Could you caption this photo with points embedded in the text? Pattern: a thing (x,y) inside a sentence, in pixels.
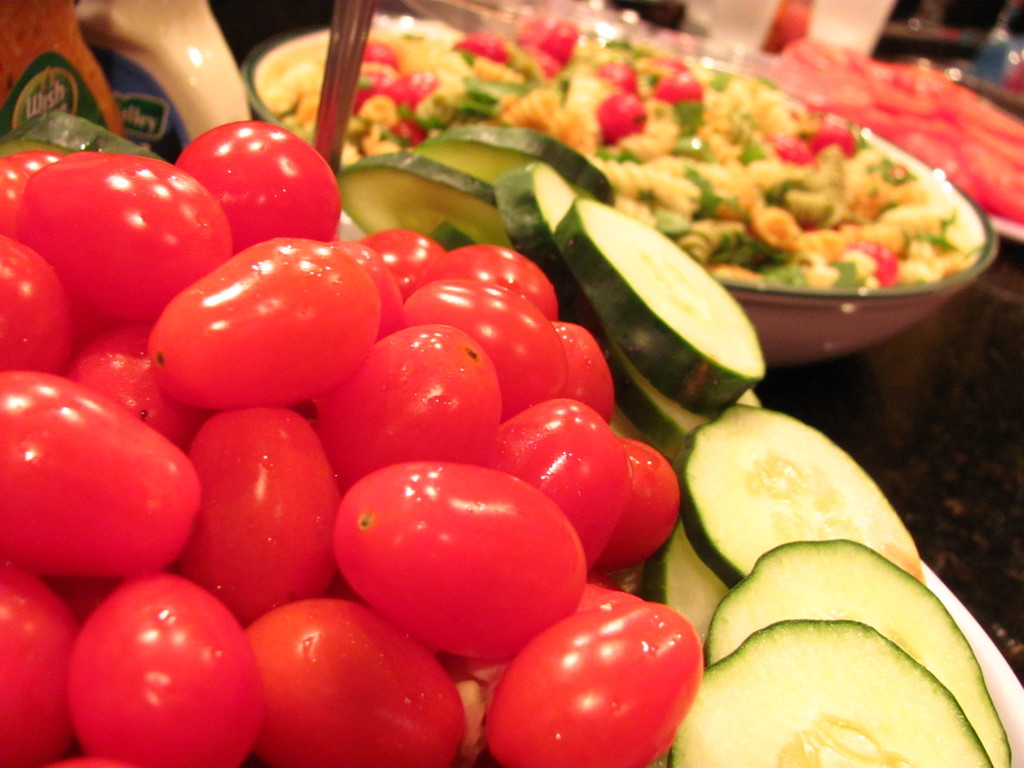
In the picture I can see vegetables (583,526) and food items (720,195) in objects (740,197). I can also see some other objects (333,80).
